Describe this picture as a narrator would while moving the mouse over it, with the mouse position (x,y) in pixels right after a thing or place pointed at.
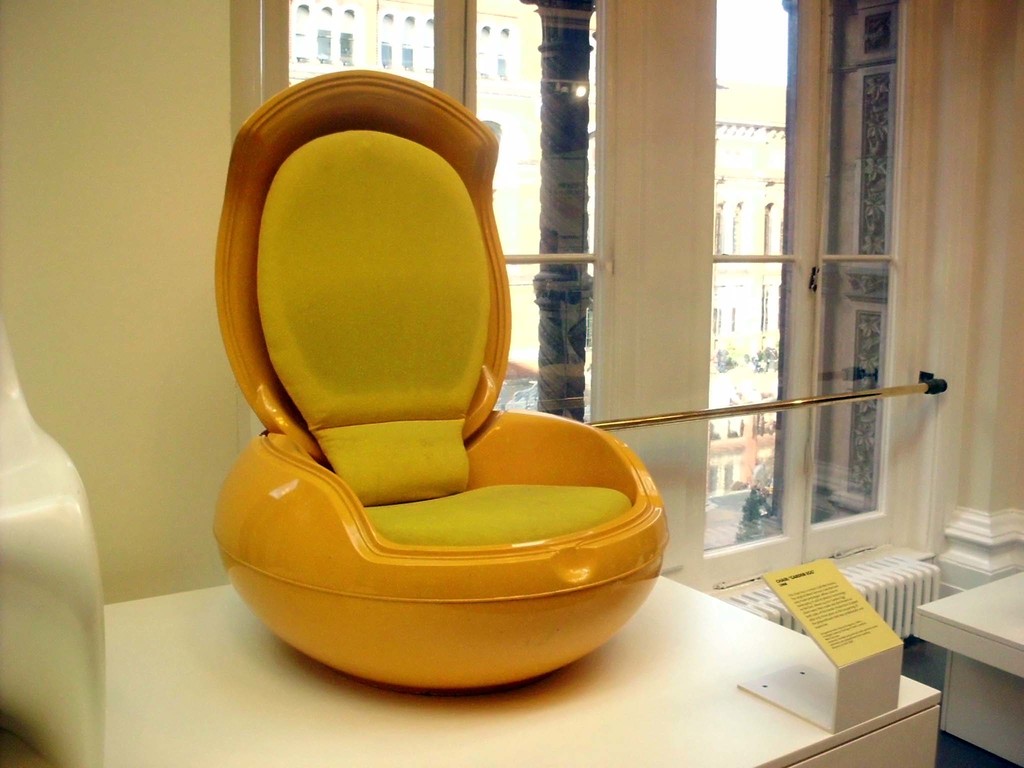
In the center of the picture (497,371) there is a couch like object (528,635) on a white desk (501,697). On the right (990,631) there is a table (947,624). In the center (544,326) we can see windows (881,486), outside the windows (591,203) there are buildings (481,44), pole (571,54), wall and other objects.
